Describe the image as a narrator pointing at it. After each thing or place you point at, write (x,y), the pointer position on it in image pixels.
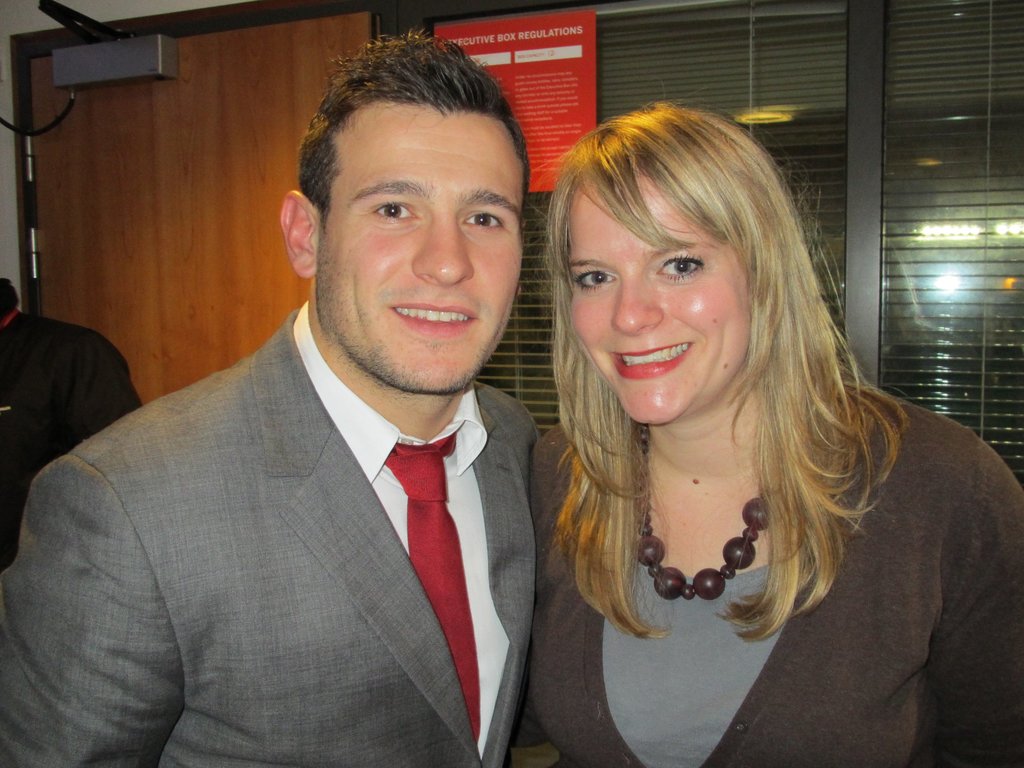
In this image I see a man (279,351) who is wearing suit (123,536) which is of grey in color and I see the white shirt (401,516) and red tie (469,613) and I see that this man (409,230) and this woman (655,324) are smiling and I see a person (8,319) over here. In the background (248,315) I see the door (225,168) which is of brown in color and I see a red color board (521,50) on which something is written and I see the lights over here.
